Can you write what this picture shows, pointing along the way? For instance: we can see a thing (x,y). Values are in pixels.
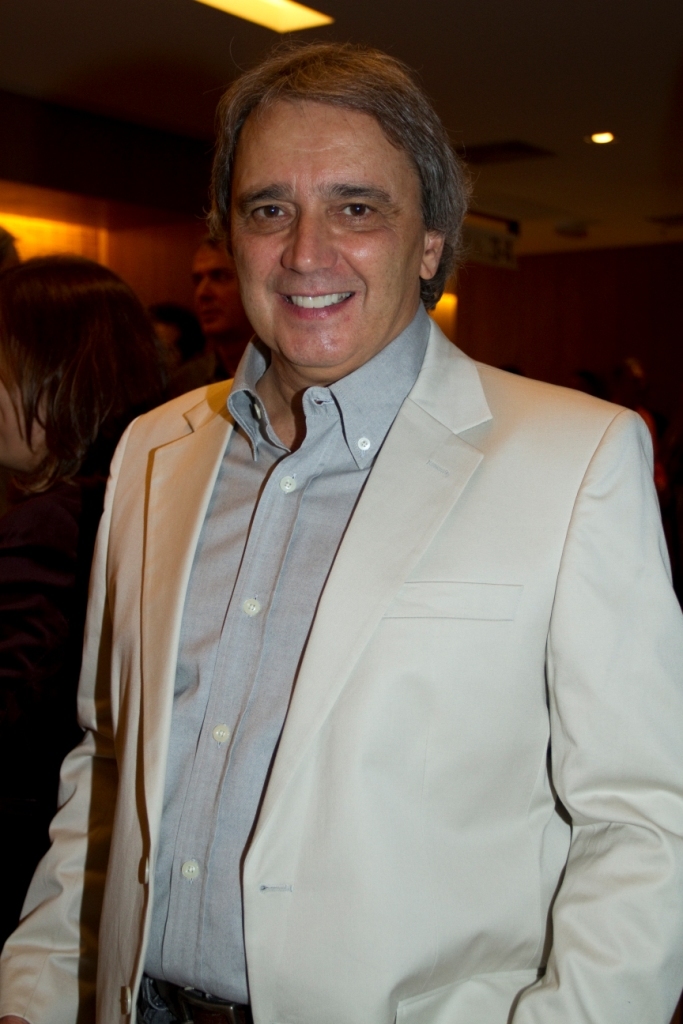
In this image, we can see a man (628,705) standing and he is smiling, he is wearing a coat (422,807), in the background (180,373) we can see some people (114,328).
